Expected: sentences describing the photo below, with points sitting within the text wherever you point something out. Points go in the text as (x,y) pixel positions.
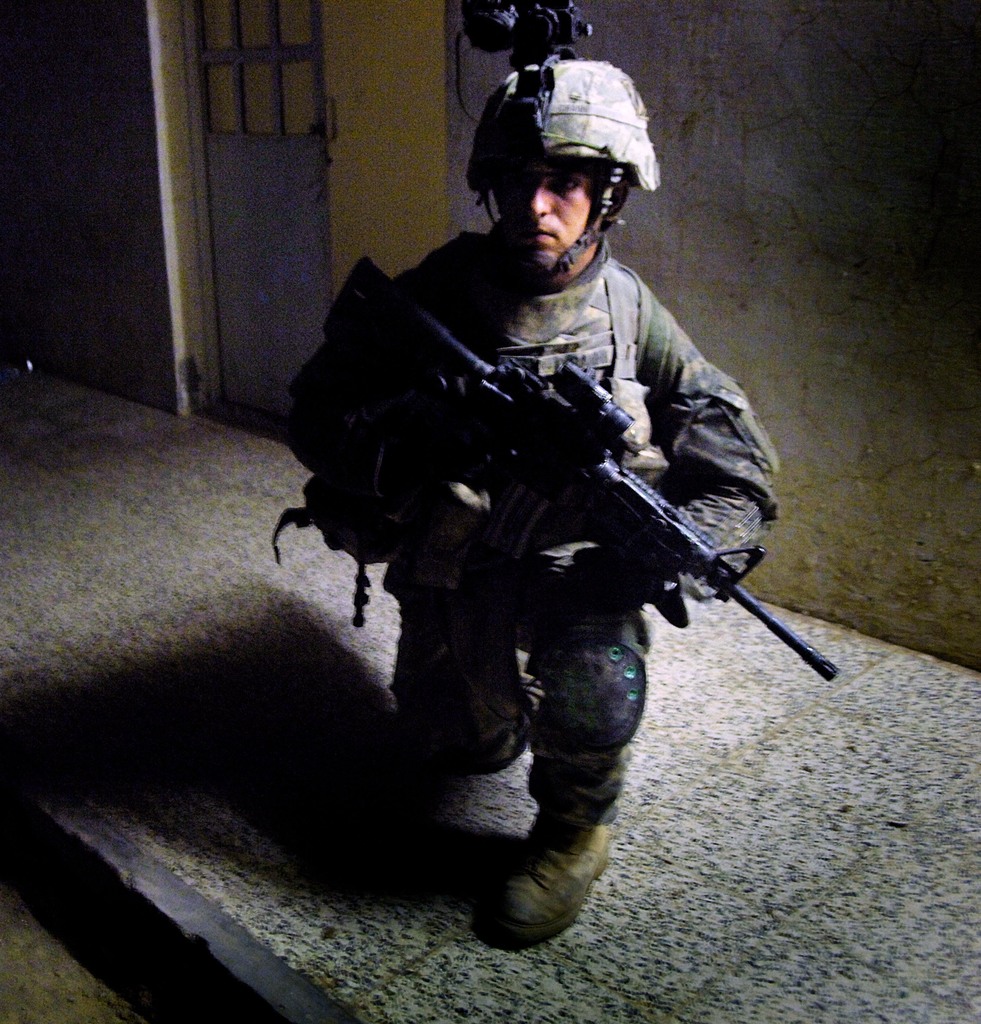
In the picture I can see a man (399,654) is kneeling down and holding a gun (610,483) in hands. The person (579,572) is wearing a helmet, a uniform (555,565), shoes (542,834) and some other objects (429,566). In the background (414,187) I can see a wall (347,202) and doors (314,244).
